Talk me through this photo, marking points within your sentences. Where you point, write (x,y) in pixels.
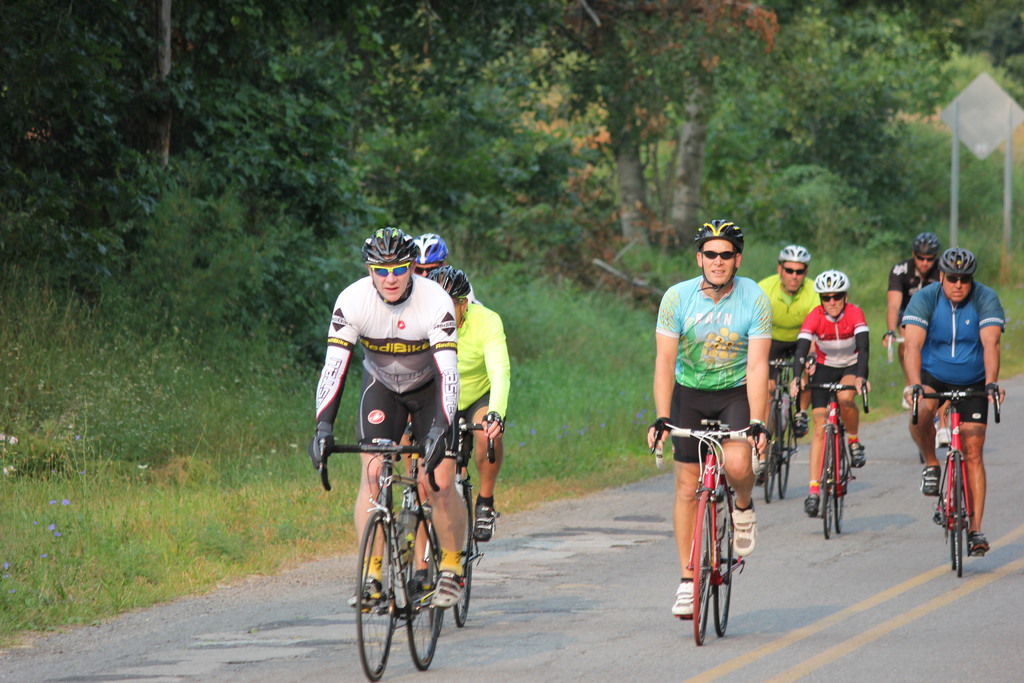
In this image I can see there are few persons (856,315) riding on bi-cycle (772,483) visible on road (813,571), wearing helmets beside them I can see trees (969,150), signboard (984,91).
